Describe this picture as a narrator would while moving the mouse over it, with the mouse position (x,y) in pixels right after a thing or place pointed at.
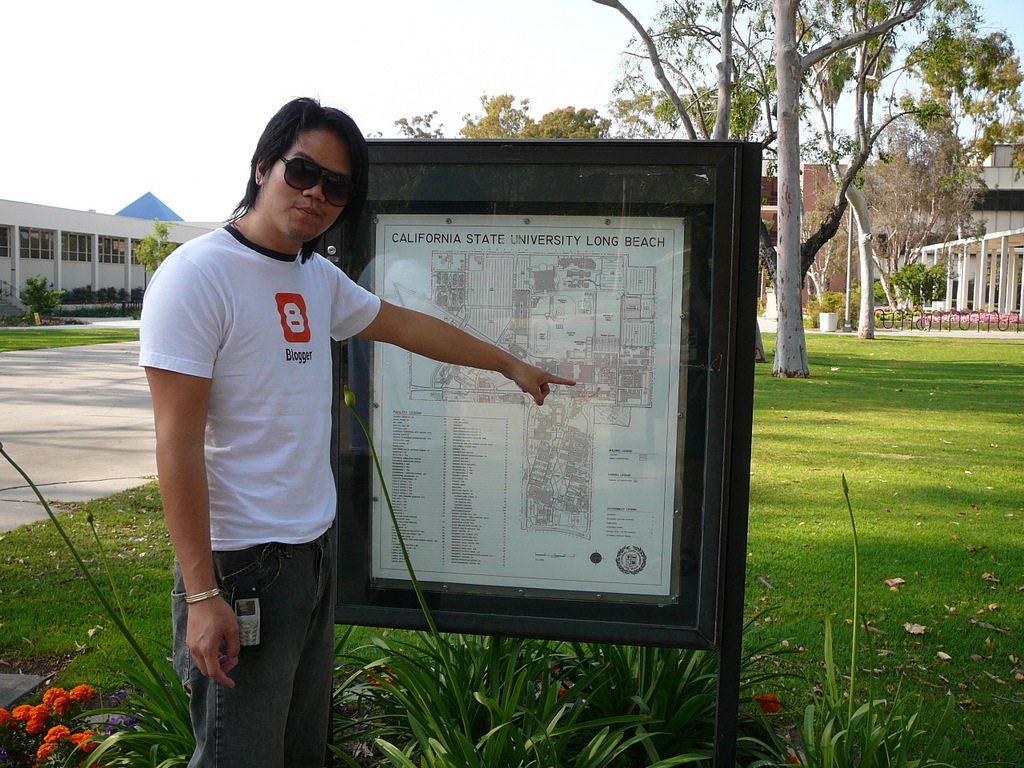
In the foreground of the picture (393,695) there are plants (475,712), flowers (27,717), map (433,507), board (515,606) and a person (265,363) in white t-shirt (248,375). In the center of the picture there are trees (794,271), buildings (99,276), plants (936,272), grass (799,418) and other objects (850,274). At the top (222,74) it is sky (377,65).
